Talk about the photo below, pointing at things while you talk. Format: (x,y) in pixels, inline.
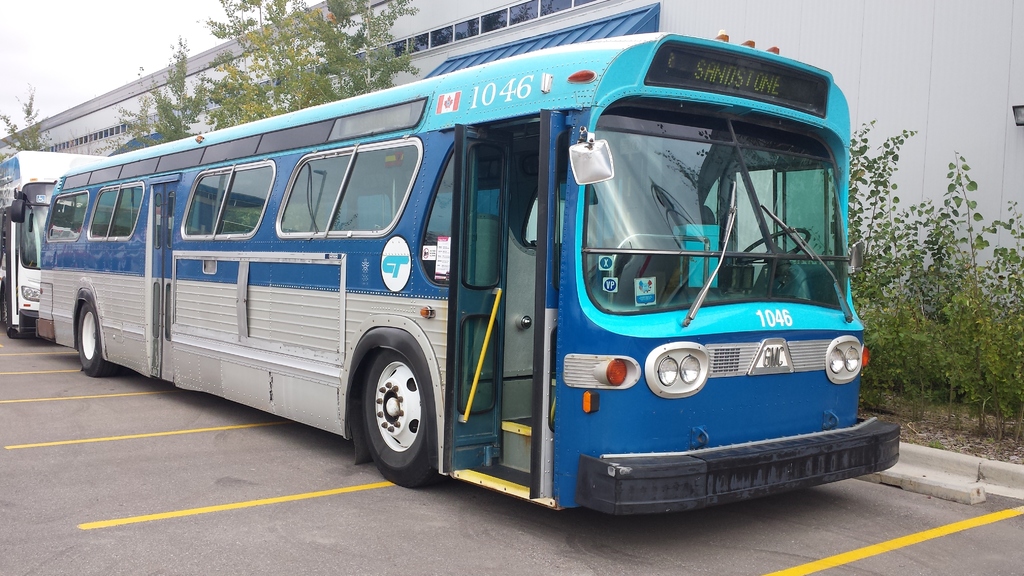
In this picture I can see couple of buses (205,241) and I can see trees (340,64), plants (1009,397) and a building (524,5) and I can see sky (96,30).
